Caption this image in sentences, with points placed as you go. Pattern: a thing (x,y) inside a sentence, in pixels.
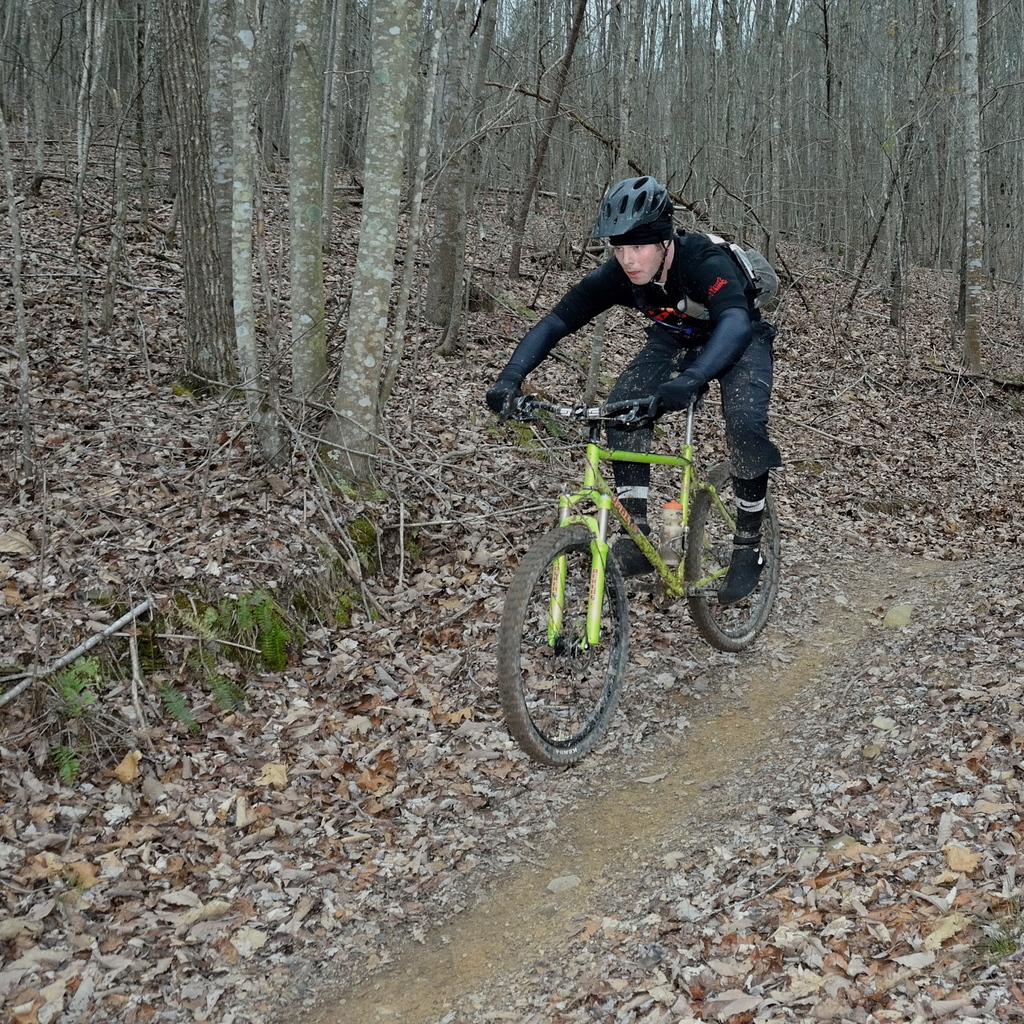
In this picture we can see a man (772,361) wearing black color costume (716,351) and riding bicycle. In the front (509,757) bottom side there are some dry leaves (406,715) on the ground (685,915). Behind there are many tall tree trunks (559,125).
